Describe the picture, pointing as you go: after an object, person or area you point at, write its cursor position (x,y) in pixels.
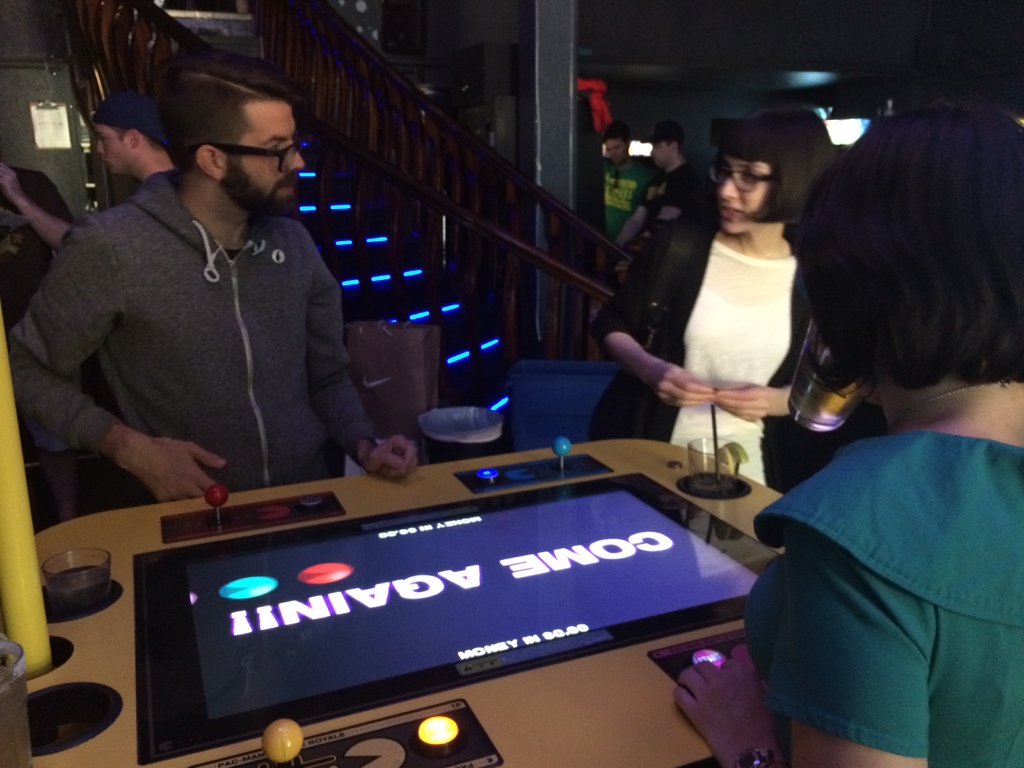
In this image some people (266,290) they are doing something some people (737,150) they are playing game and behind the people (108,369) some steps (471,318) are there and the background (461,309) is dark.
